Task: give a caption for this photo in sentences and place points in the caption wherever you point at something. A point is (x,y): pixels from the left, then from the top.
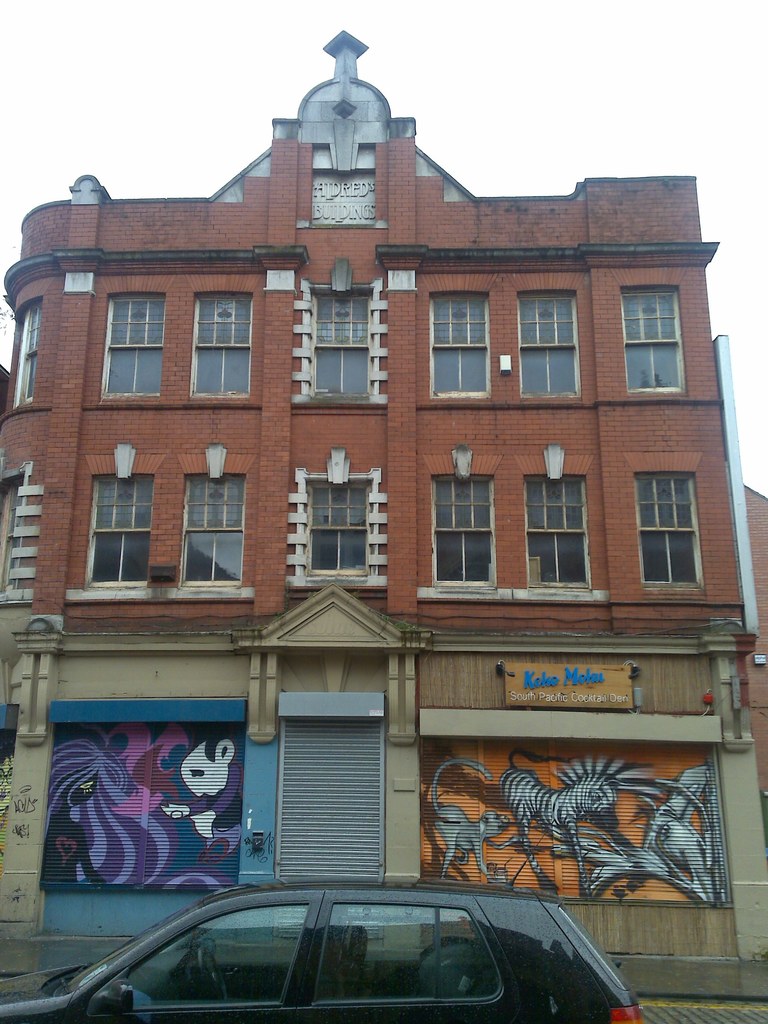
In the center of the image (387,673) there is a building (416,537). At the bottom (482,1000) we can see a car (221,961) which is in black color. In the background (519,86) there is sky (151,86).
